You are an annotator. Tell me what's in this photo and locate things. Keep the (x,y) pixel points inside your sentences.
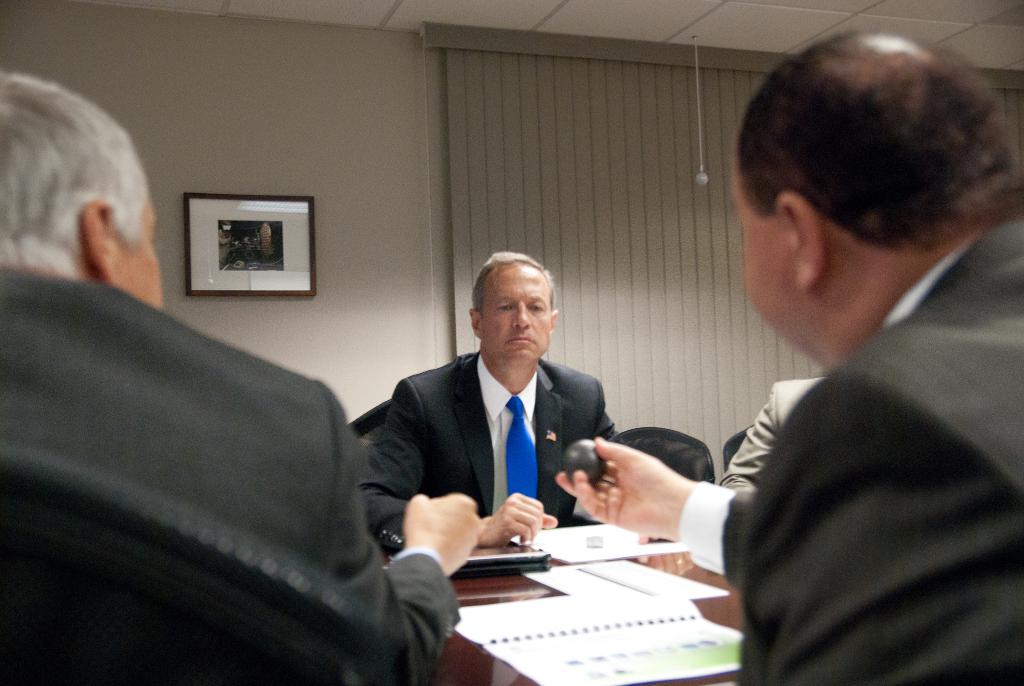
At the bottom of the image (801,626) there are two men (431,553). In front of them there is a table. On the table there are papers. Behind the table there is a man (480,445) sitting. Behind him there is a wall (171,285) with curtain (694,169) and a frame (287,262).
